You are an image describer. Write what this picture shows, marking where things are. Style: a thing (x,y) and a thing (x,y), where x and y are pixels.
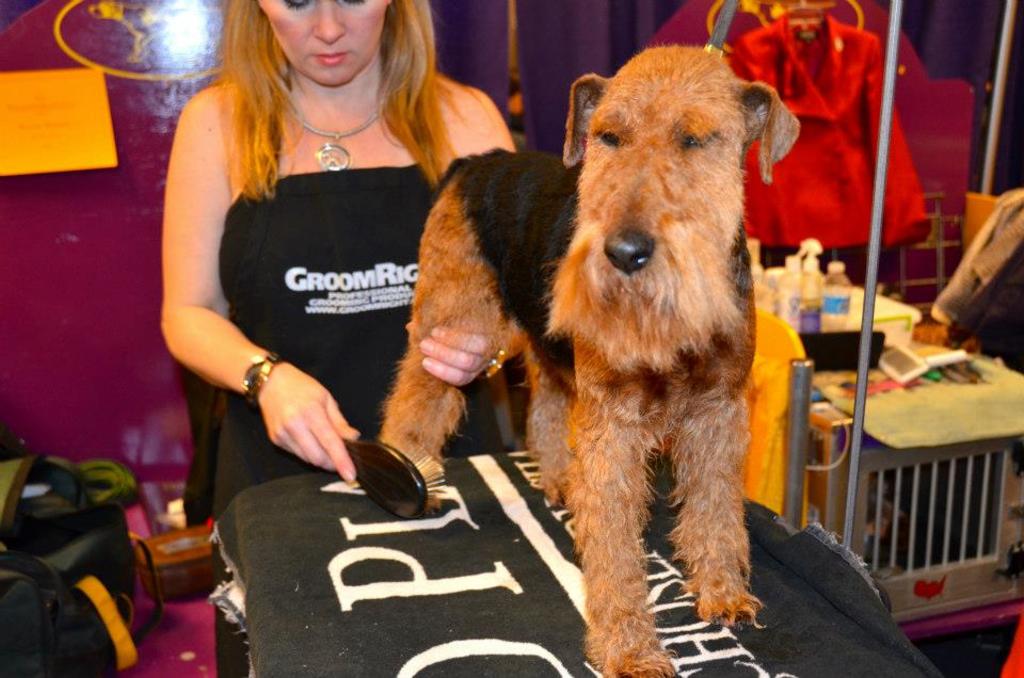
In this image a woman (388,254) is standing and is combing the pet (583,289) which is in front of her on the table (512,601). In the background (643,13) there are curtains (651,17), clothes (814,74), bottles (820,280) and bags (96,578) at the left side (61,574).
